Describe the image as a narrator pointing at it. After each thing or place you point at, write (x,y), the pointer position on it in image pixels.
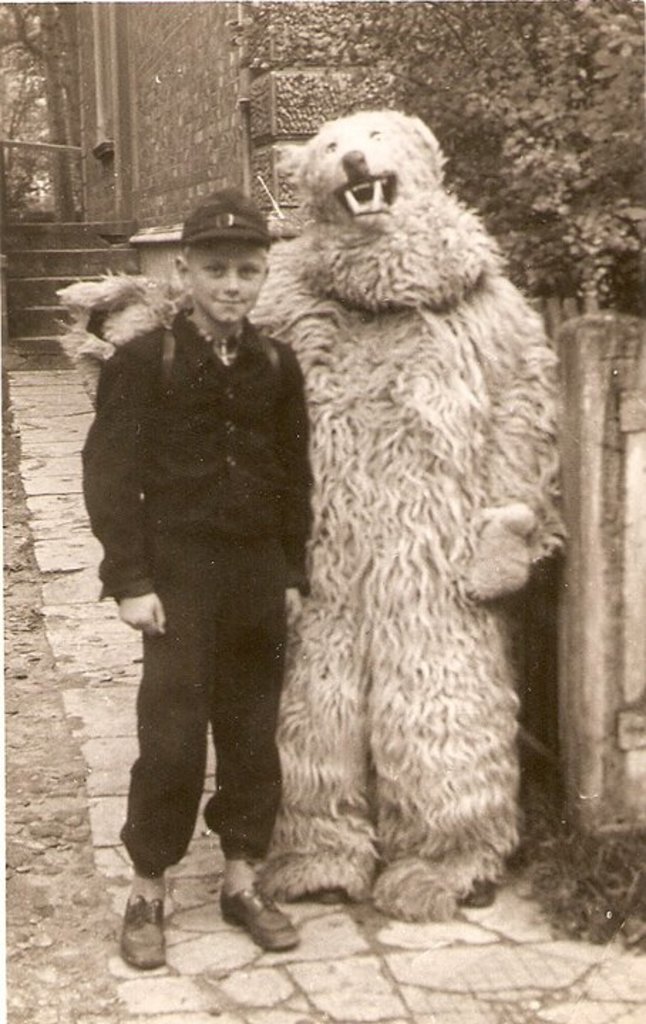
In the picture we can see a boy (268,596) standing on the path (44,553) and beside him we can see a person (416,416) with bear costume (410,410) and behind them we can see a building wall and beside it we can see some plants (607,145) and some steps (21,261) to the building (146,206).
